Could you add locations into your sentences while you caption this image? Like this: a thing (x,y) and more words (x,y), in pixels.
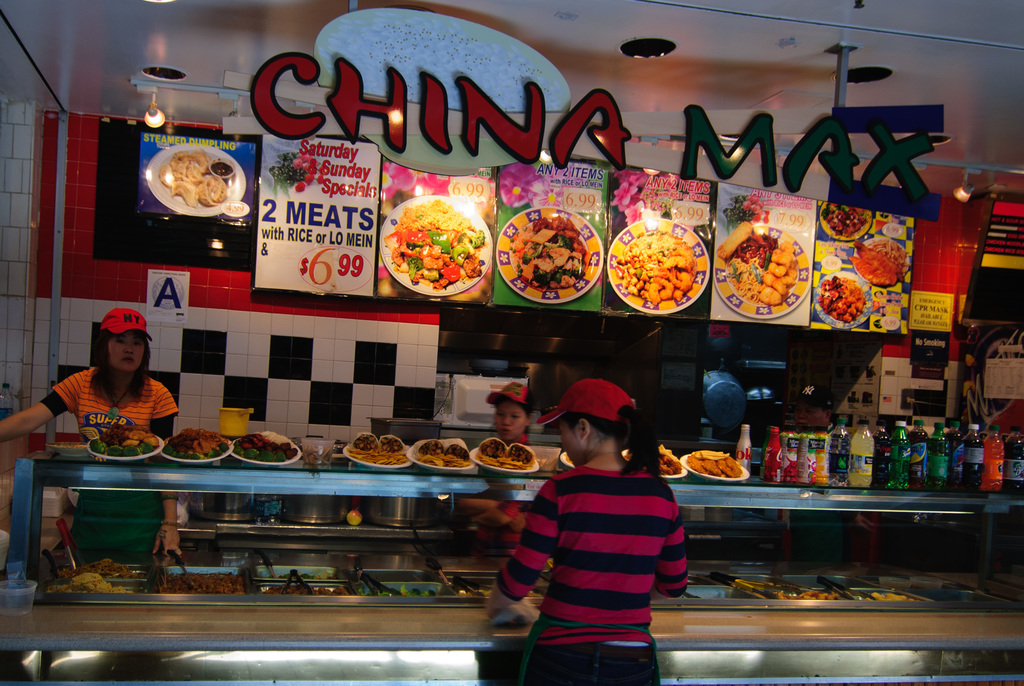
In this image we can see some food (371,447) in the plates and a group of bottles (789,447) which are placed on the surface (477,485). We can also see some food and spoons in the containers (541,583), some people (534,565) standing, boards (515,302) with pictures (230,213) and text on them, a wall (361,335), a pole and a roof (629,102) with some ceiling lights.
